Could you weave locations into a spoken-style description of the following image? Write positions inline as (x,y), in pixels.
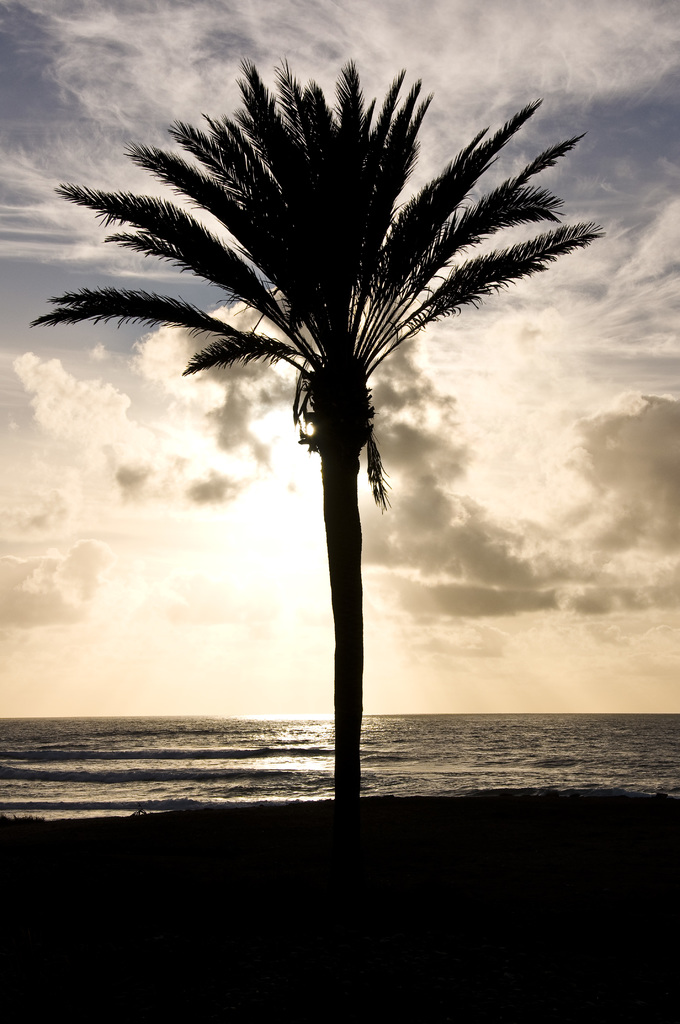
In this image I can see the tree (298,249), water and the sky (472,53) is in blue and white color.
